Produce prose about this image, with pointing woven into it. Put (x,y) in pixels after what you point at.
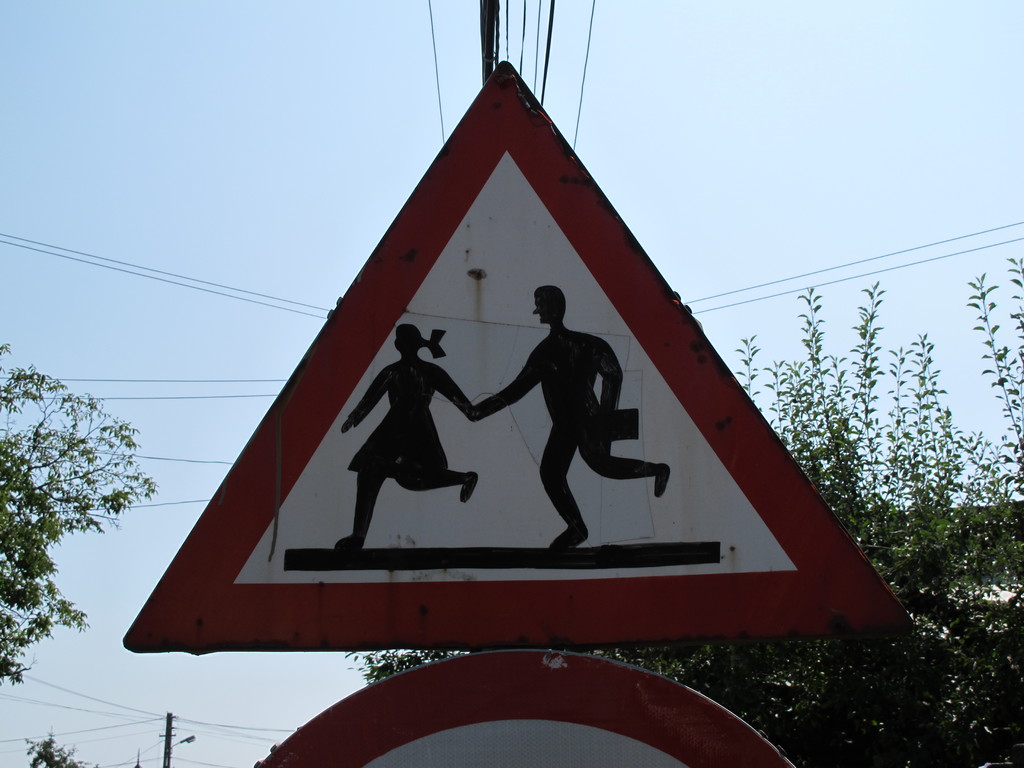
In this image I can see the sign board (226,587) in white, red and black color. In the background (57,184) I can see few trees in green color and I can also see an electric pole (180,743) and the sky (232,135) is in blue color.
